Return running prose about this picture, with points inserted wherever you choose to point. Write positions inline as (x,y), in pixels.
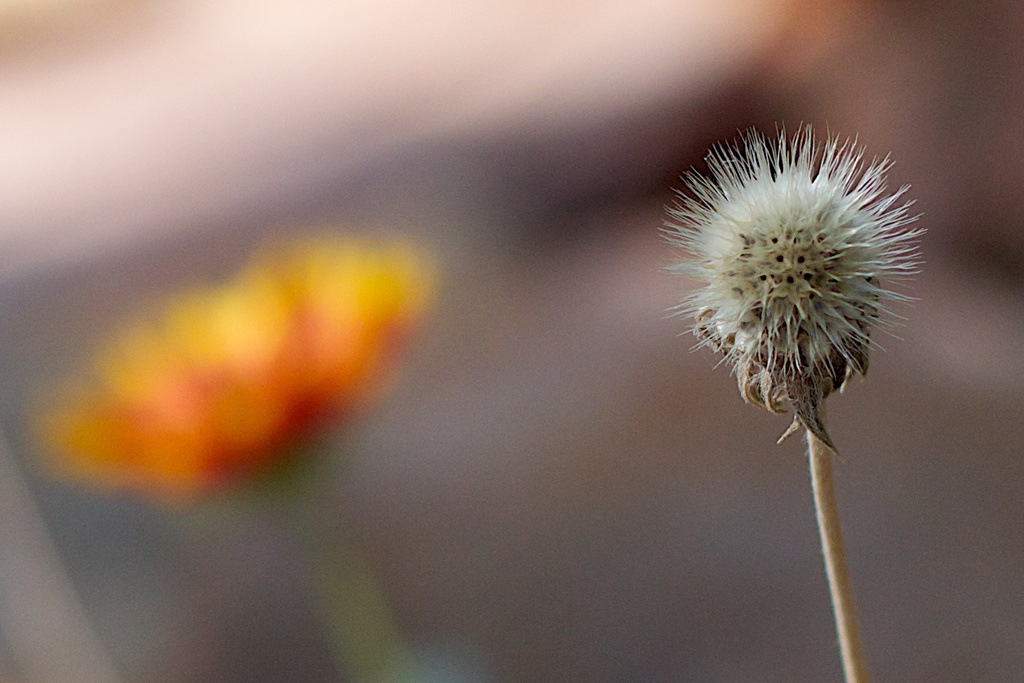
In this image in the foreground (778,264) there is one flower (785,374), and in the background (267,367) also there is another flower (304,413).
